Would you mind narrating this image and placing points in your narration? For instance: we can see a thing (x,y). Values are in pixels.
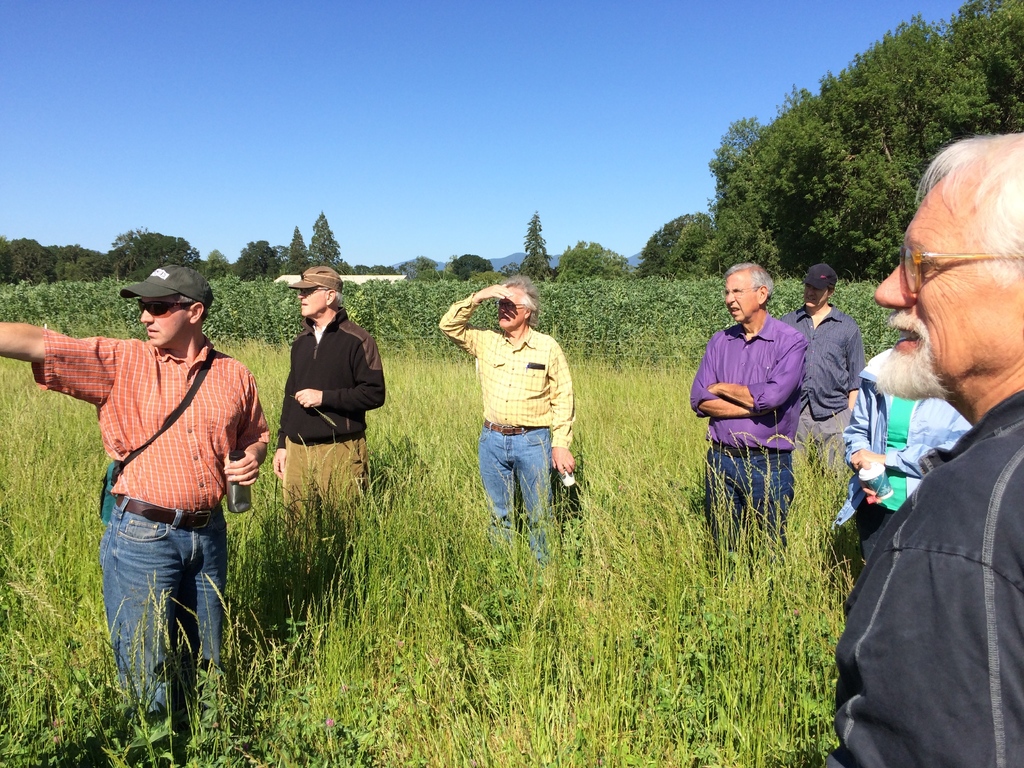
In this image, we can see a group of people (948,566) are standing. Few (911,441) are holding some objects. Here there are so many plants (531,675) and trees (795,257). Background (406,159) there is a clear sky (455,144).
